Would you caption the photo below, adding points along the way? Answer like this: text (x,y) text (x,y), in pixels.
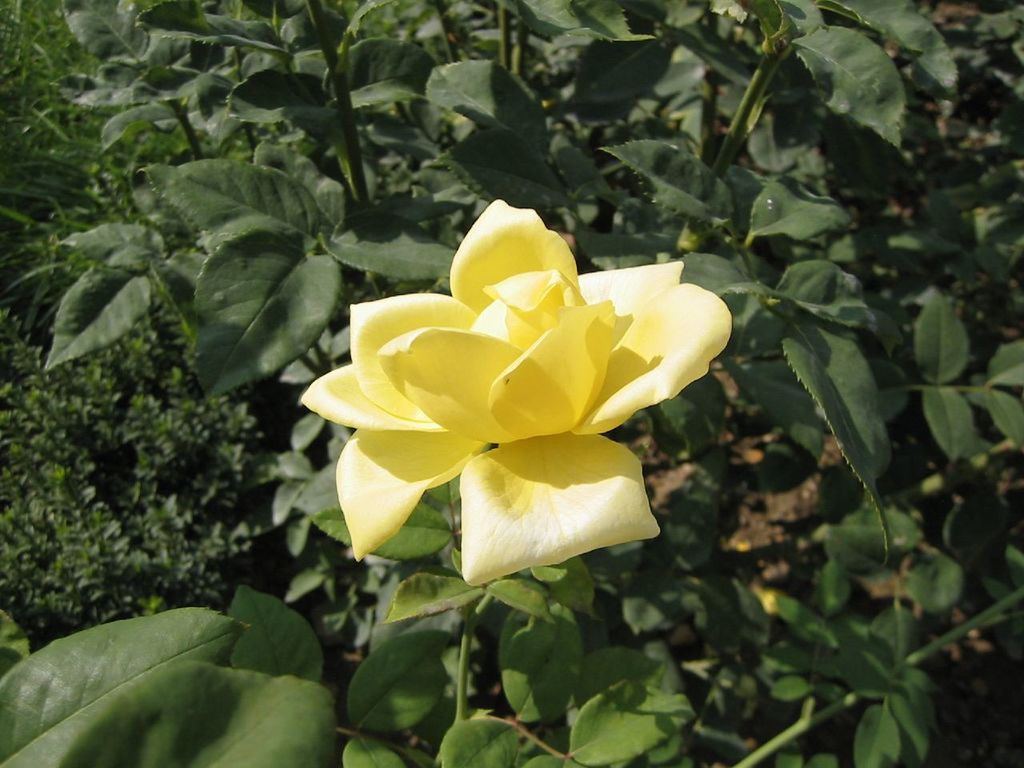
In this picture there is a yellow flower (706,313) on the plant (910,4). At the top (861,243) we can see many leaves (895,2).
